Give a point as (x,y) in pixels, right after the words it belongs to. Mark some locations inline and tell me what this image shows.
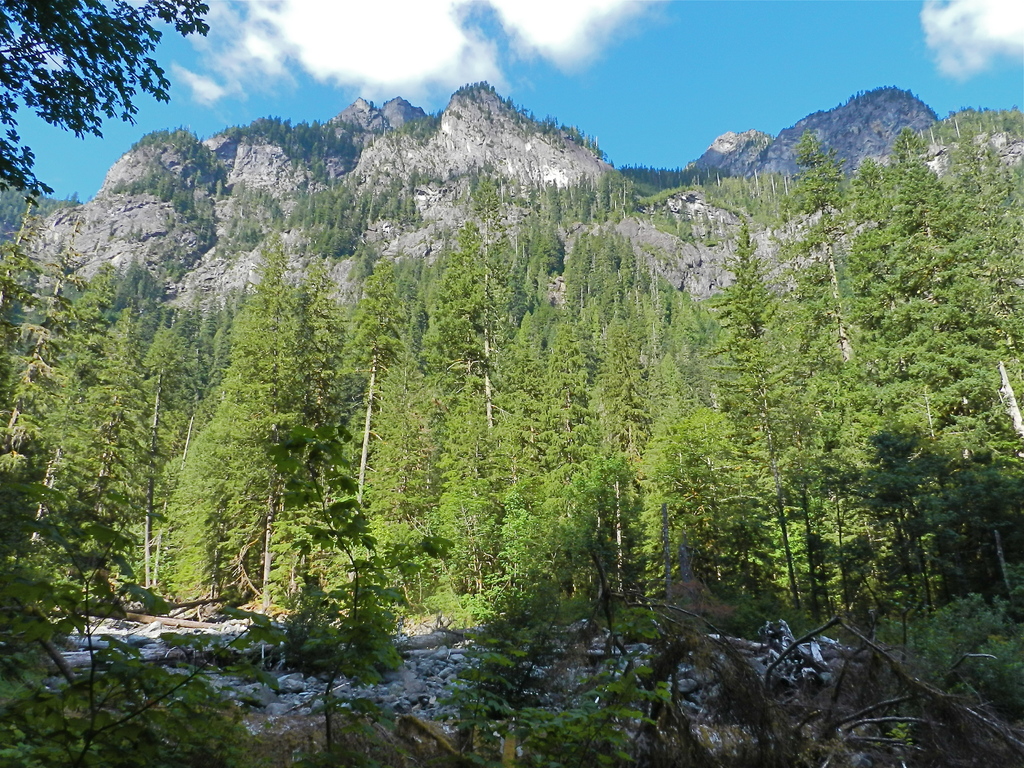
In this picture we can see the hills (423,323) and trees (347,437). At the bottom of the image (701,692) we can see the rocks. At the top of the image (554,88) we can see the clouds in the sky (863,48).
